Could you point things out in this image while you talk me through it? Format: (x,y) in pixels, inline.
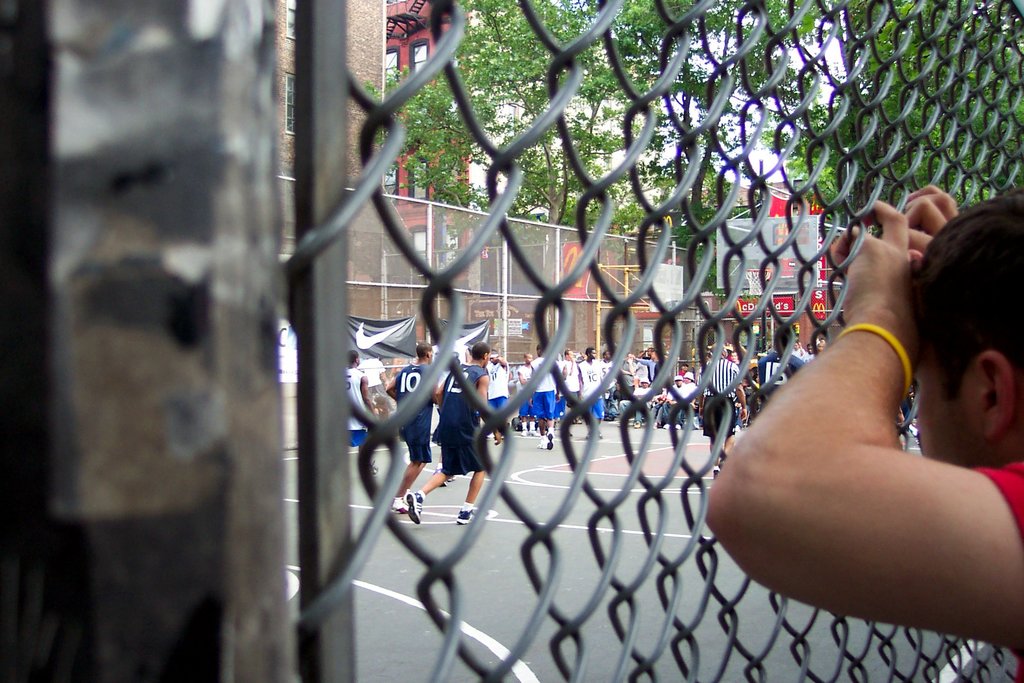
In the picture I can see a group of people (547,431) among them some are standing and some are running on the ground (440,510). I can also see fence (563,354), trees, buildings (578,348) and some other objects (673,277).
